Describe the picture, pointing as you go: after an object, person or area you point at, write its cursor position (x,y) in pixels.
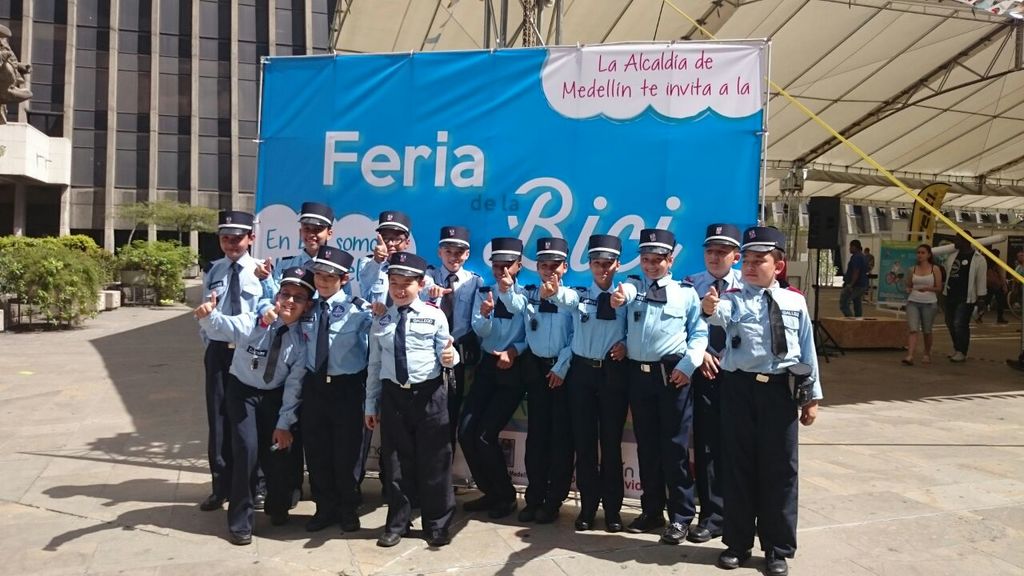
This image consists of a building (194,132) on the left side (125,186). There are bushes (99,245) on the left side (69,308). There are some persons (471,350) standing in the middle (609,292). They are children (406,327). There is a banner (398,144) behind them. There are some persons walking on the right side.
